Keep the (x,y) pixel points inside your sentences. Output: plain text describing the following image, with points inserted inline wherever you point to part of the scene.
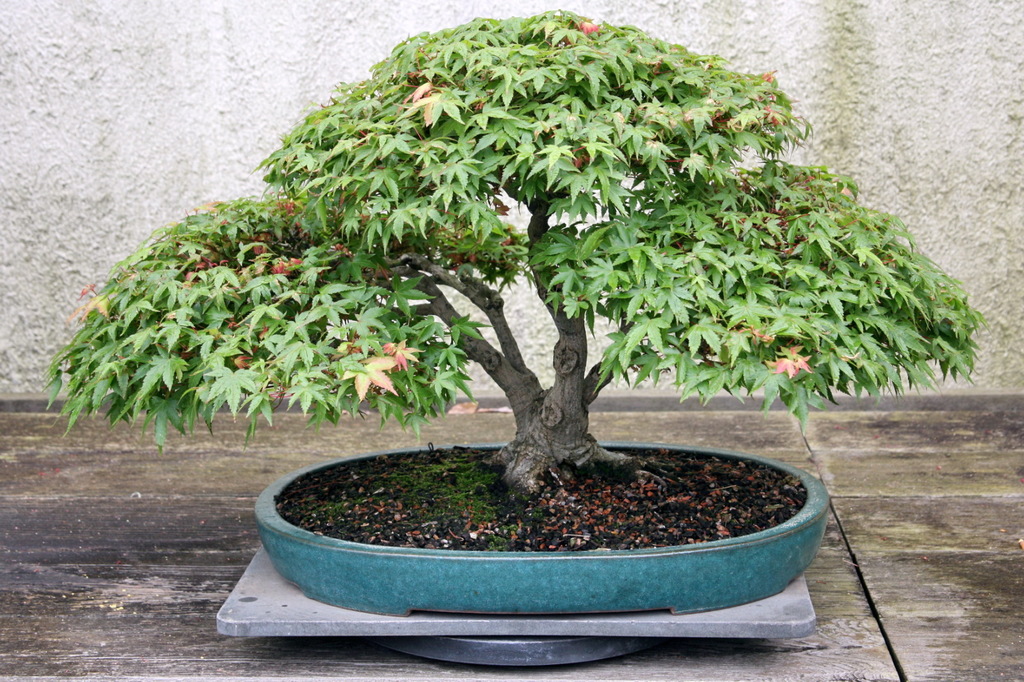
In this image, I see a small tree (946,371) and it is in the pot (309,572). In the background (491,384) I see the wall (910,120).
